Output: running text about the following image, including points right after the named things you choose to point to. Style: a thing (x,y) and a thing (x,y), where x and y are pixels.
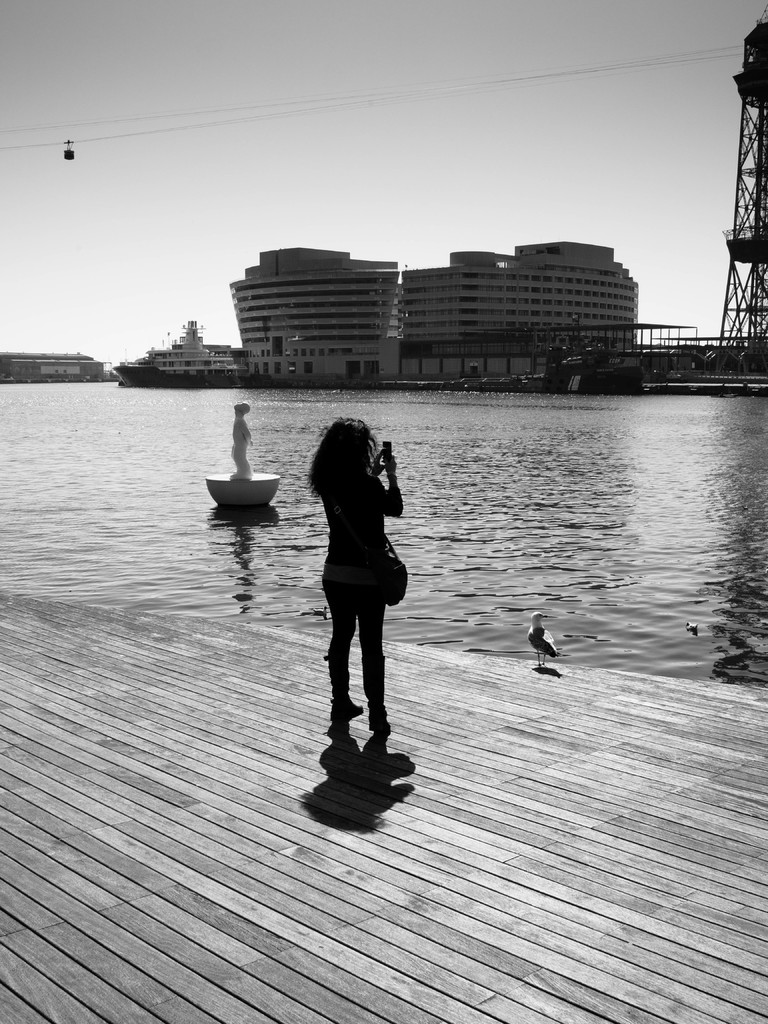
In this picture there is a girl (331,656) standing on this wooden floor (200,696). We can observe a statue (244,445) on this water (254,469). There is a river (188,420) here. In the background (362,320) there are buildings (375,285), a tower (746,243) and a sky (628,189) here.
